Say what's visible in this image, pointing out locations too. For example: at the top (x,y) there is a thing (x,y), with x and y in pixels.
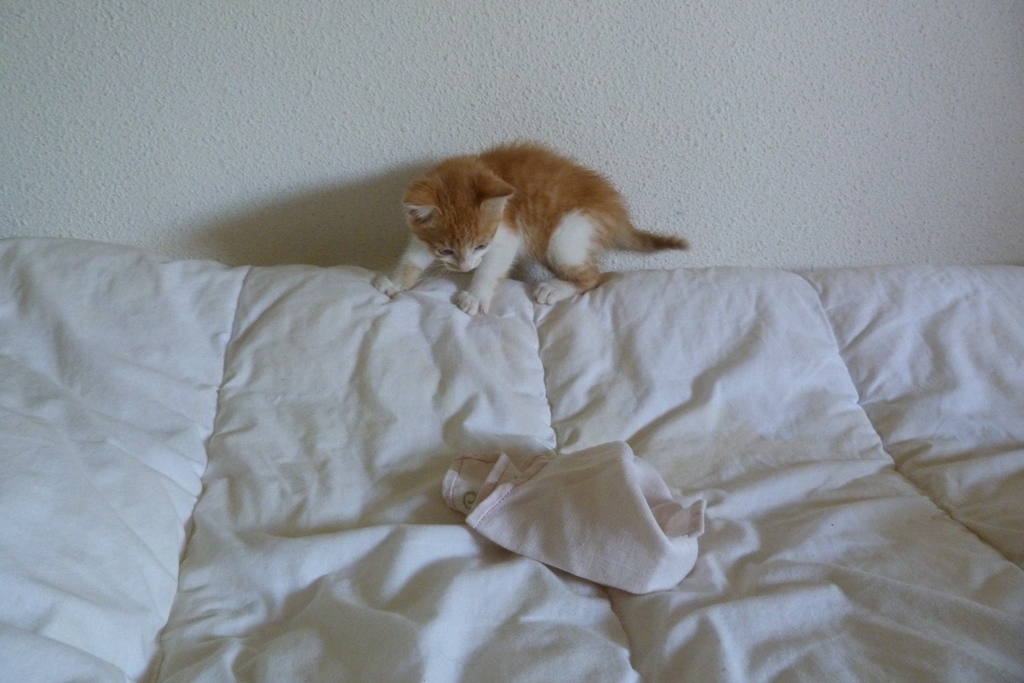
In this image, There is a white color cloth (585,393) and there is a cat (494,240) sitting on the white cloth (602,366) who is in yellow color, In the background (35,71) there is a white color wall (672,118).
